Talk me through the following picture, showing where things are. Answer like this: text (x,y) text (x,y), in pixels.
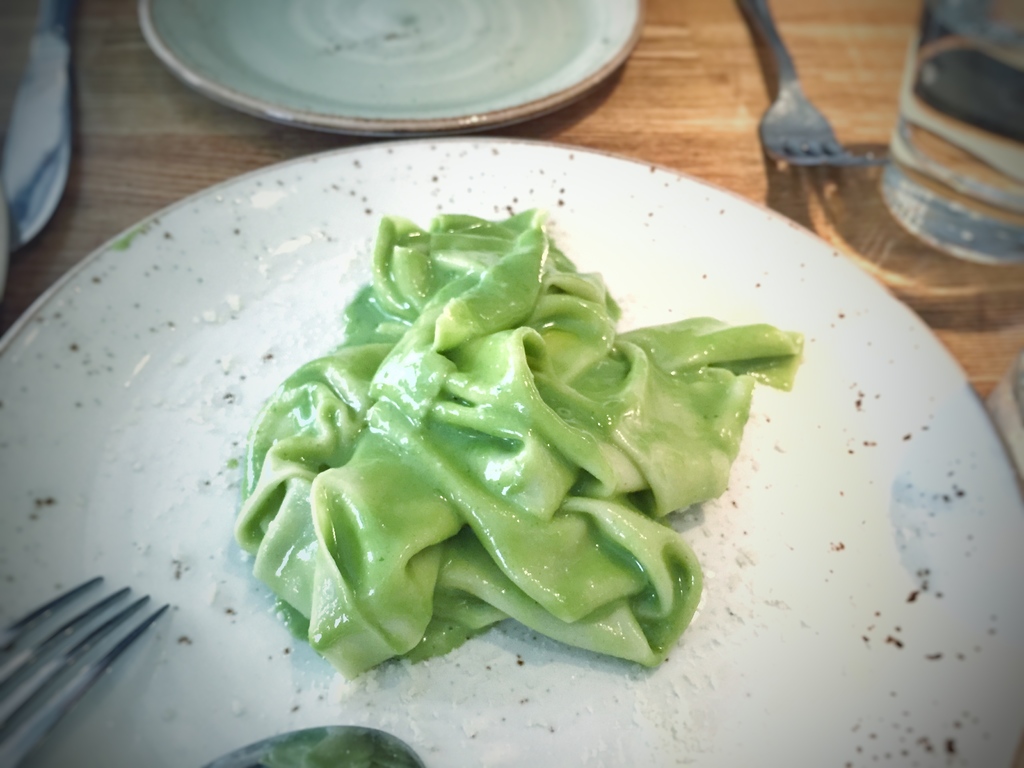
In this image I can see two plates (441,67) in the centre (657,505) I can see a green colour thing (348,455) on the plate (270,342). On the top right side of this image (876,155) I can see a fork (817,122) and a glass (944,229). On the left side of this image (52,178) I can see a knife (29,110) and a fork (98,581) on the plate (179,590).
